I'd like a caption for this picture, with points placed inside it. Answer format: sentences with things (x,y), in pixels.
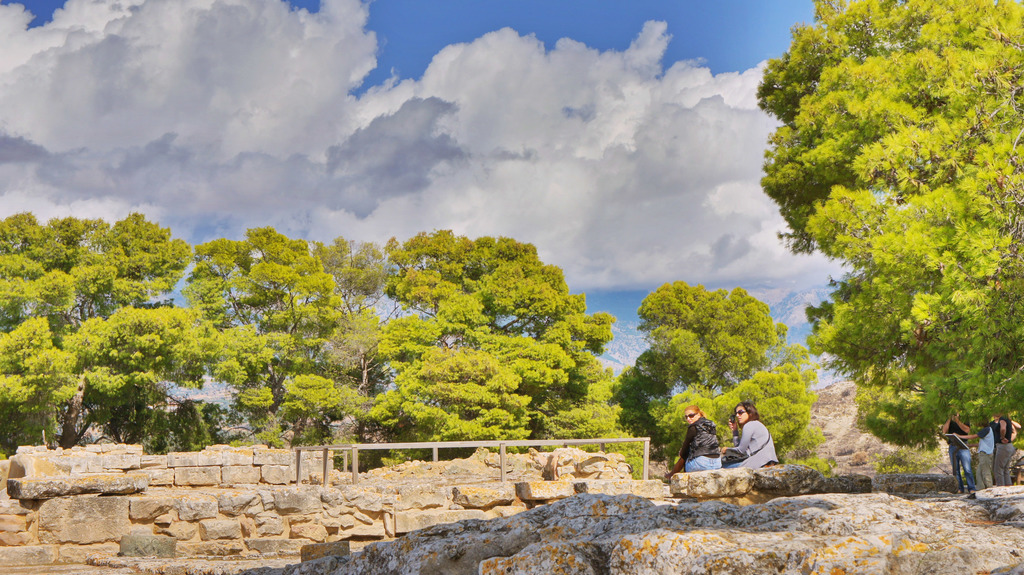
In this picture there are two women (724,453) sitting on rocks (797,468) and there are three persons (992,455) standing in the right corner (1003,449) and there are few rocks (374,547) and trees (456,379) in the background (516,367) and the sky (396,202) is a bit cloudy.
